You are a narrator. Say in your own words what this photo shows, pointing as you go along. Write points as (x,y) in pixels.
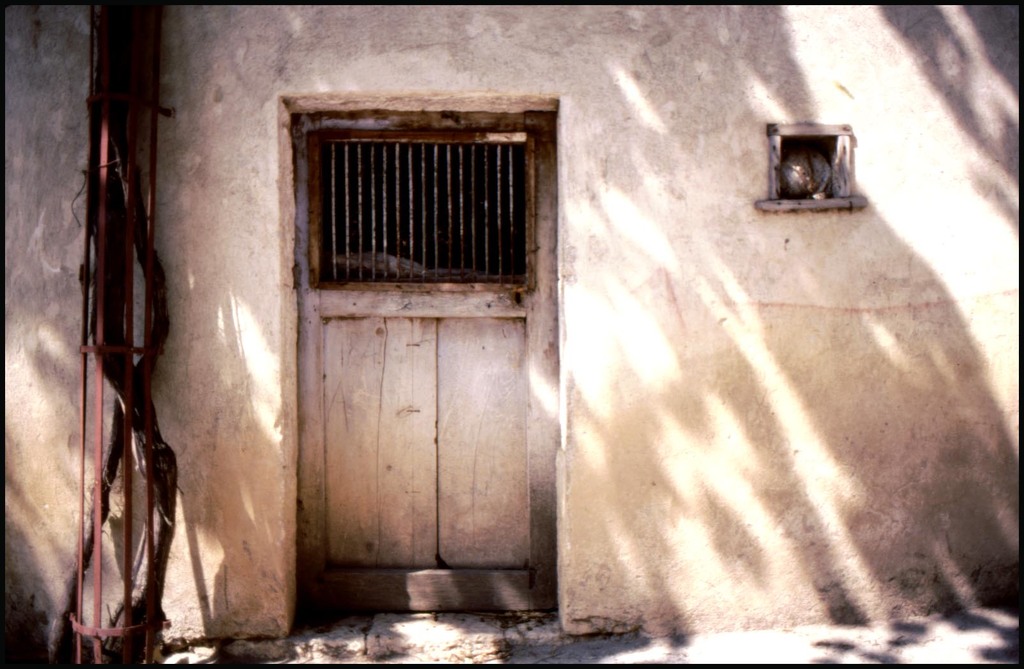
In this picture we can see rods (105,104), door (313,292) and in the background (954,114) we can see the wall (866,306).
